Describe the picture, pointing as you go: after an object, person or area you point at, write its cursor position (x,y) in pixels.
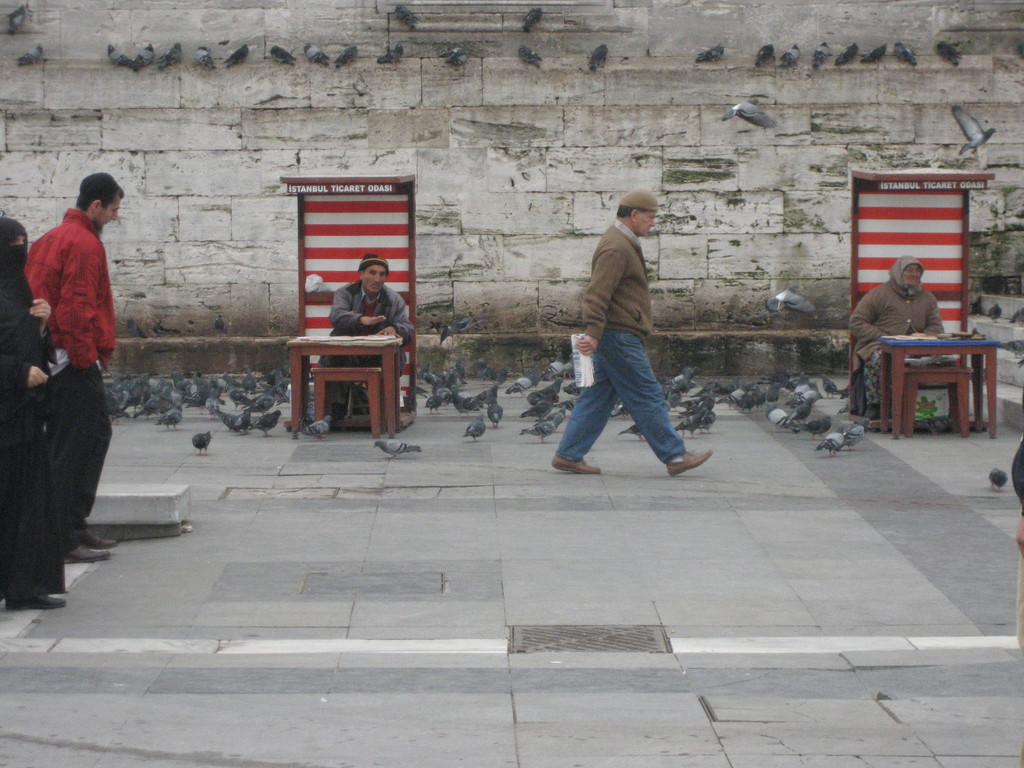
On the left side (110,295), there is a person (105,272) in a red color jacket (112,328). Beside this person (89,355), there is a woman (42,359) in a black color dress (5,484) on the road (42,618). On the right side (818,645), there is a manhole (609,652) on the road (726,641), on which there is a white color line (934,644). In the background (741,349), there are birds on a wall (293,32).
